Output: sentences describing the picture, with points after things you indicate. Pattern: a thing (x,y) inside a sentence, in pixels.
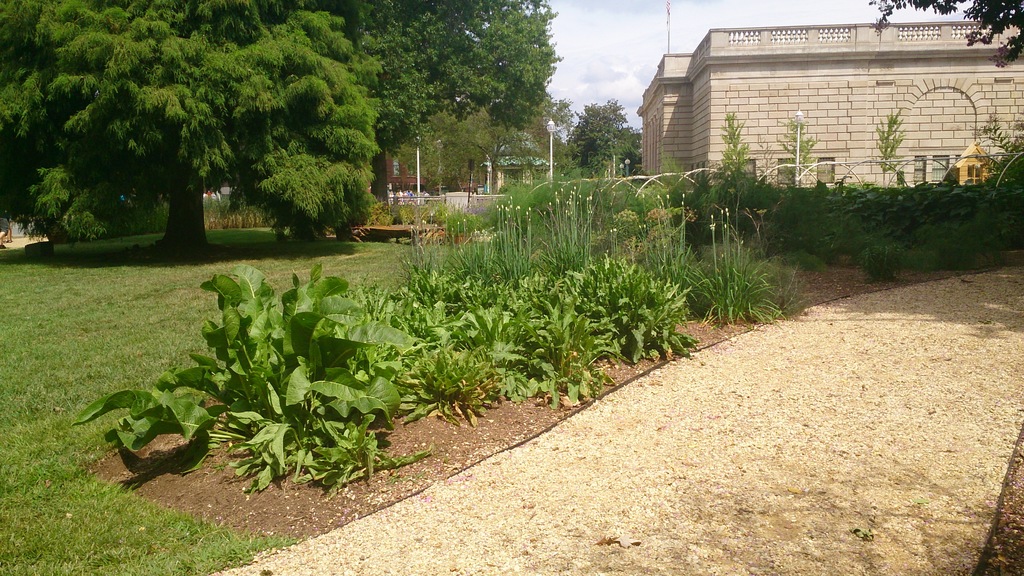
In the picture I can see the walkway (840,363) on the right side (924,375). There are plants (622,333) on the side of the walkway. There is a building (782,58) on the right side (927,114). I can see the decorative lamp poles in front of the building (790,156). I can see the trees (231,157) and green grass (136,301) on the left side (178,234). There are clouds (592,67) in the sky (595,32).
